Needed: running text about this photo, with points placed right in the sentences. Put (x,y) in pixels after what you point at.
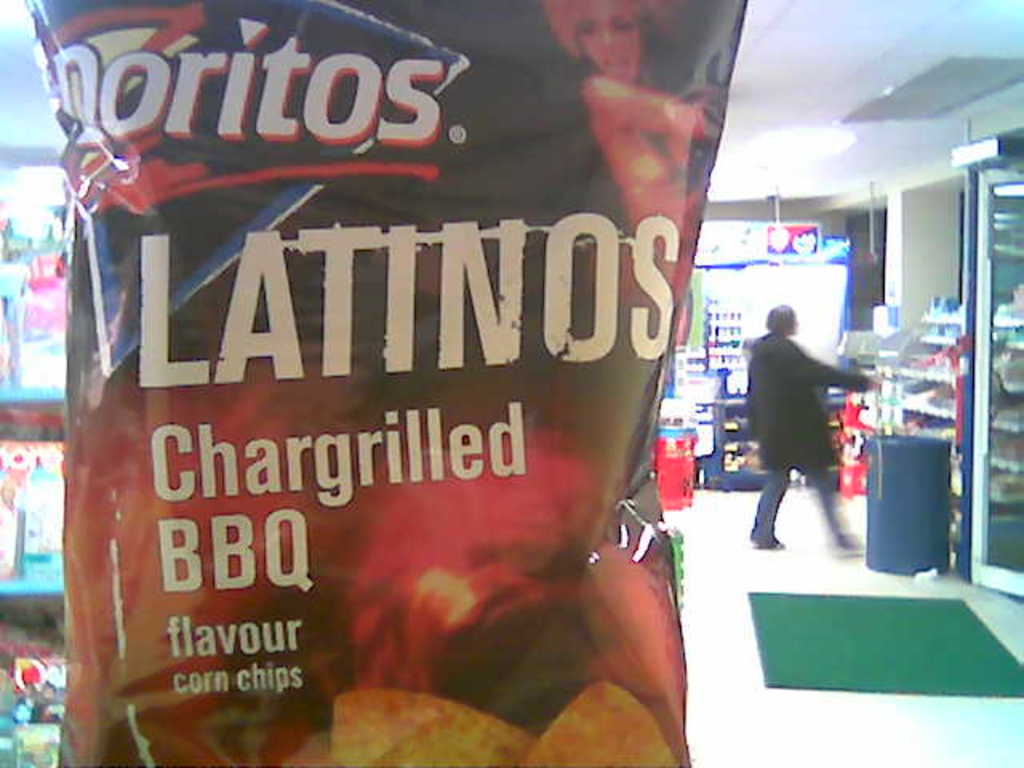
In this image we can see an inside view of a store (731,372), a man (784,395) walking on the floor (790,520), an object (904,474) looks trash bin (910,483) near the person (806,389), there is a door mat (864,636) on the floor (869,710) and there is a packet (545,513).
